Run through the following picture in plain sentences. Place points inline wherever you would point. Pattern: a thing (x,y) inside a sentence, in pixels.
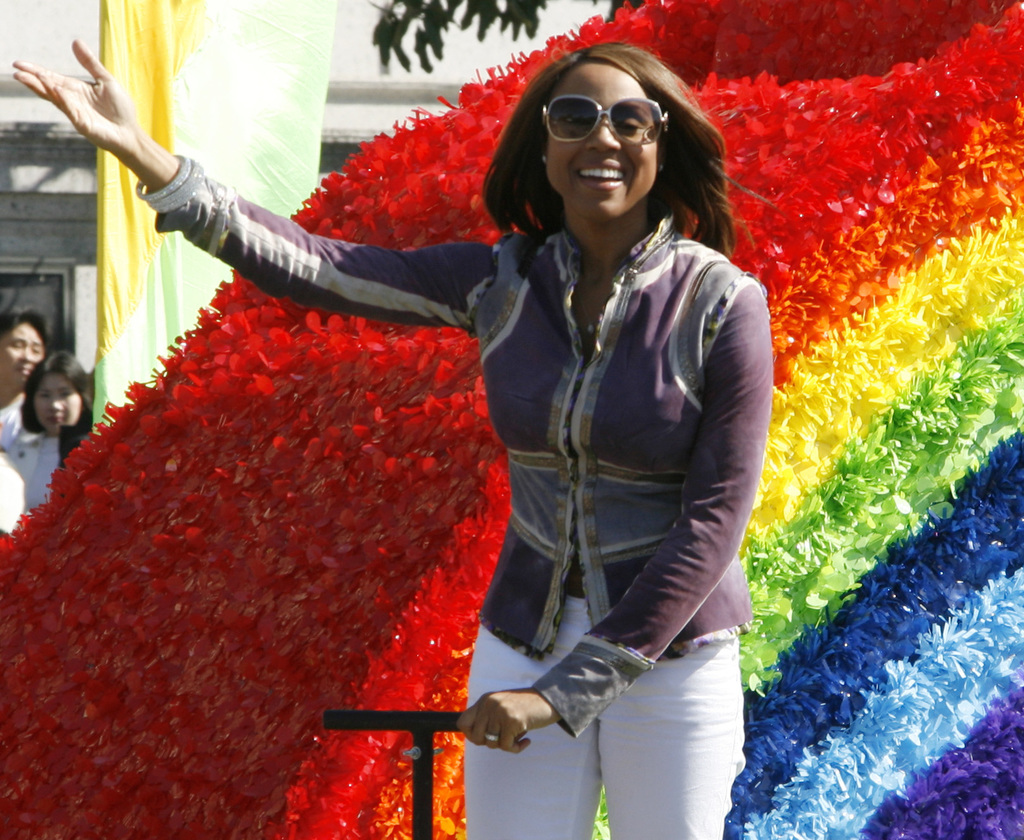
Here we can see a woman (730,465). She is smiling and she has goggles (562,113). In the background (855,221) we can see an object (182,817), two women (19,355), banner (228,20), and a wall (331,100).
